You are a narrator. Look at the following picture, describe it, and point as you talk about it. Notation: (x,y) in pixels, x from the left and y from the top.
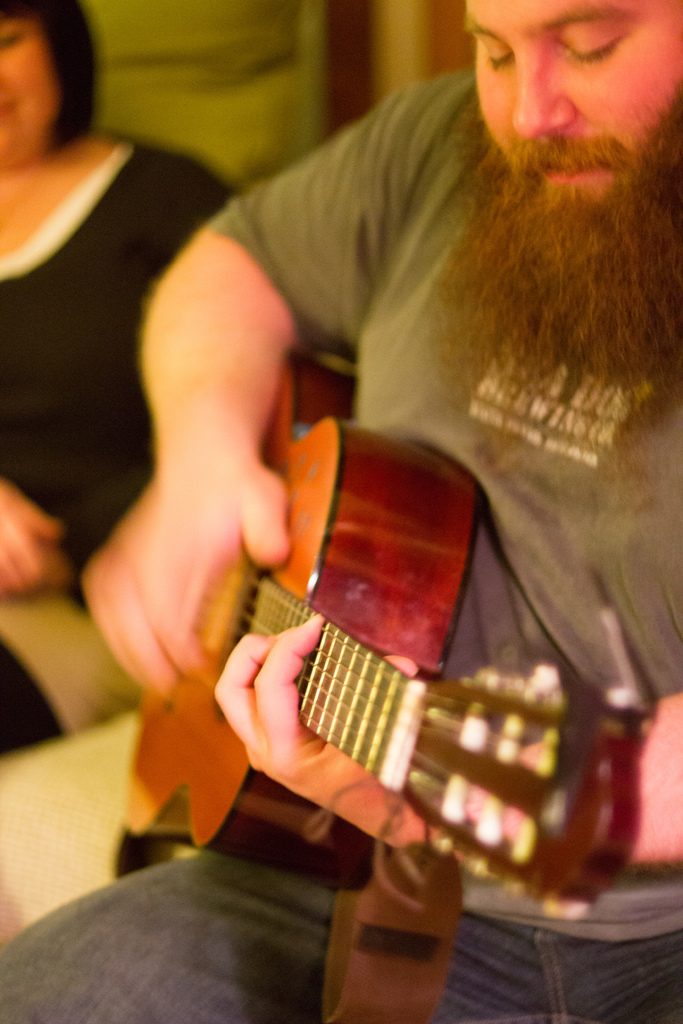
This image might be clicked in a musical concert, where there are two persons (282,350) in this image. The left one is women (41,138) and right one is man (386,169). Man (573,535) is holding guitar (585,860) in his hands (339,799). He has beard (576,214). Woman (58,250) is wearing black color dress (86,243).
